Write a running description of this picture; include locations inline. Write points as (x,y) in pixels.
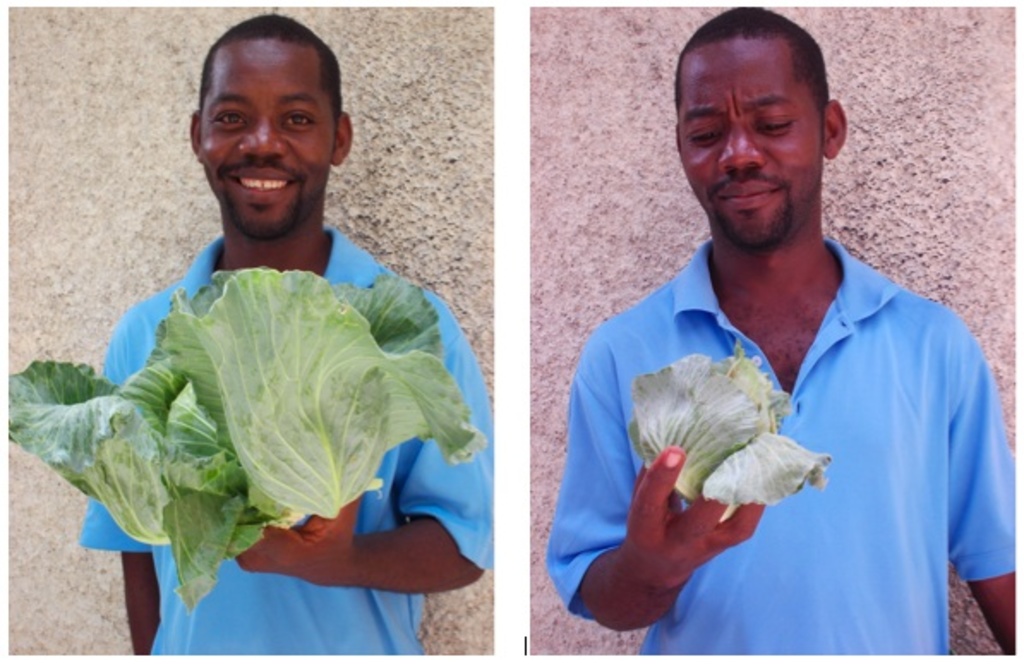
There are 2 images. In the left (313,519) image a person (317,630) is standing wearing a blue t shirt (303,609). He is smiling and holding a cabbage (351,390). In the right (807,238) image same person (838,403) is standing holding a cabbage (746,416).
